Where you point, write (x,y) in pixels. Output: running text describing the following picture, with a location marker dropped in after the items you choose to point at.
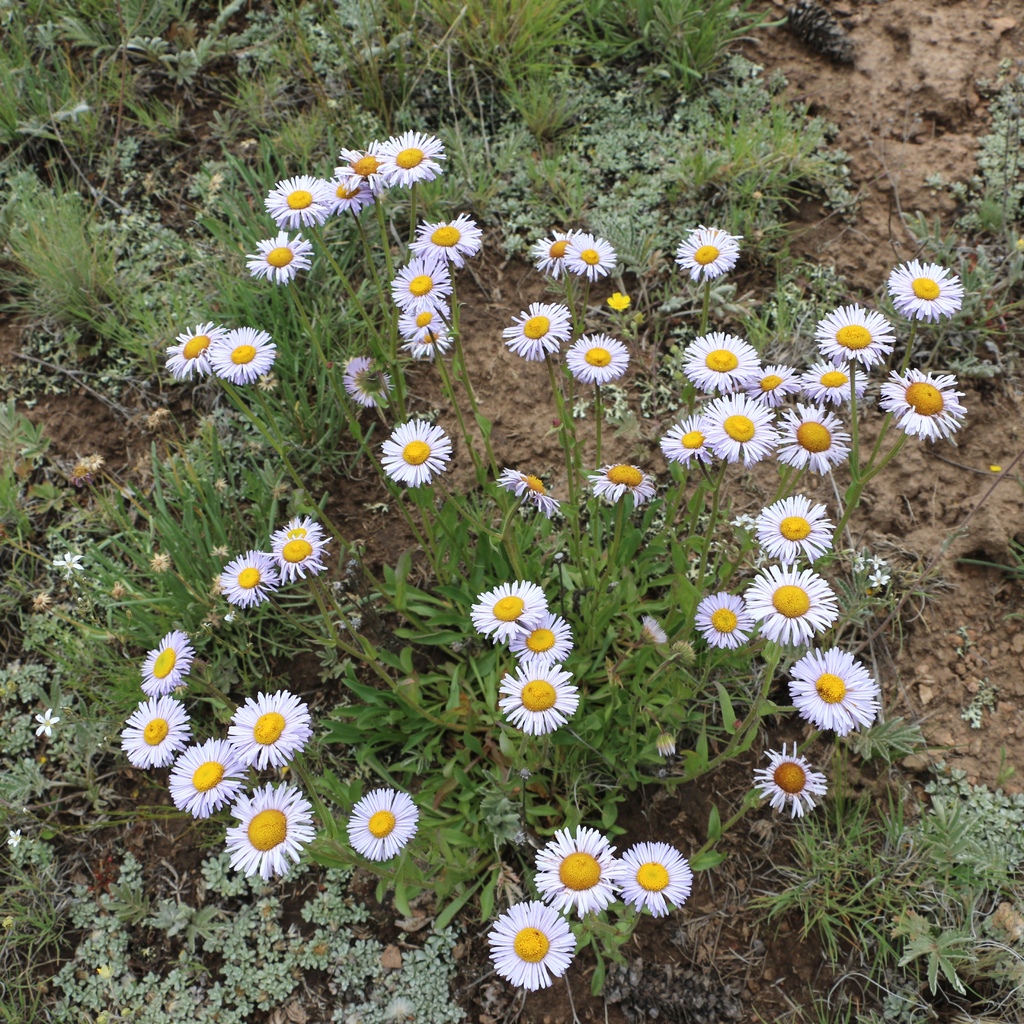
In this picture there are flower plants (304,198) in the center of the image (463,530), there is greenery (322,138) in the image.
